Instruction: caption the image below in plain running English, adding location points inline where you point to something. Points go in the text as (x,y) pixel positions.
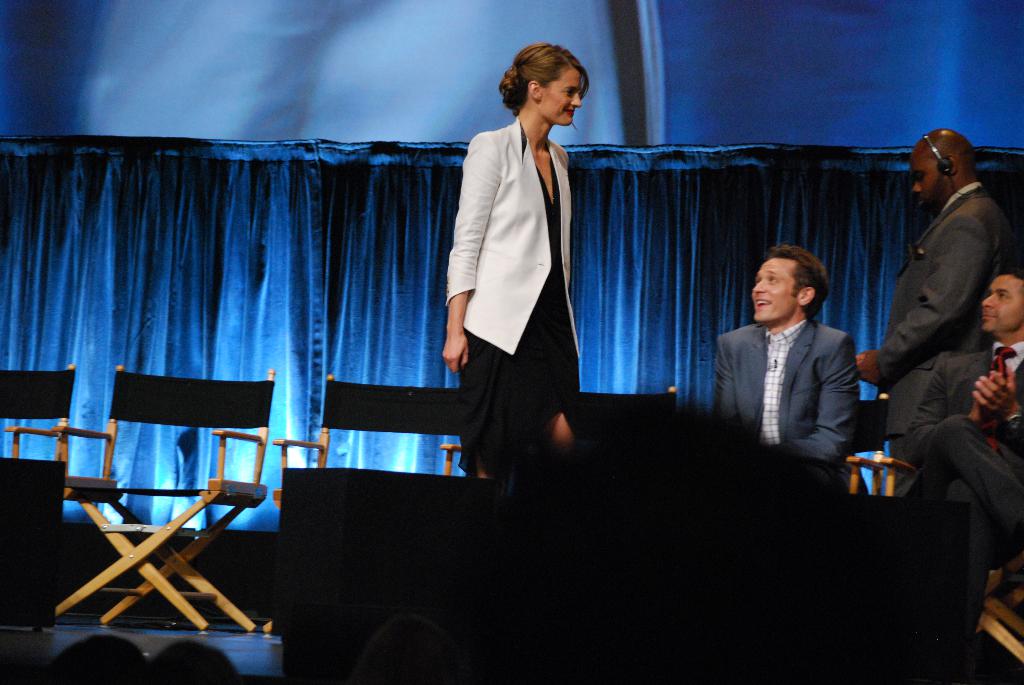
This is the woman (557,399) and the man (968,194) standing. These are the chairs (320,447). I can see two people (800,384) sitting. This is the cloth (249,213) hanging to the hanger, which is blue in color. I think this is a stage (274,645).
